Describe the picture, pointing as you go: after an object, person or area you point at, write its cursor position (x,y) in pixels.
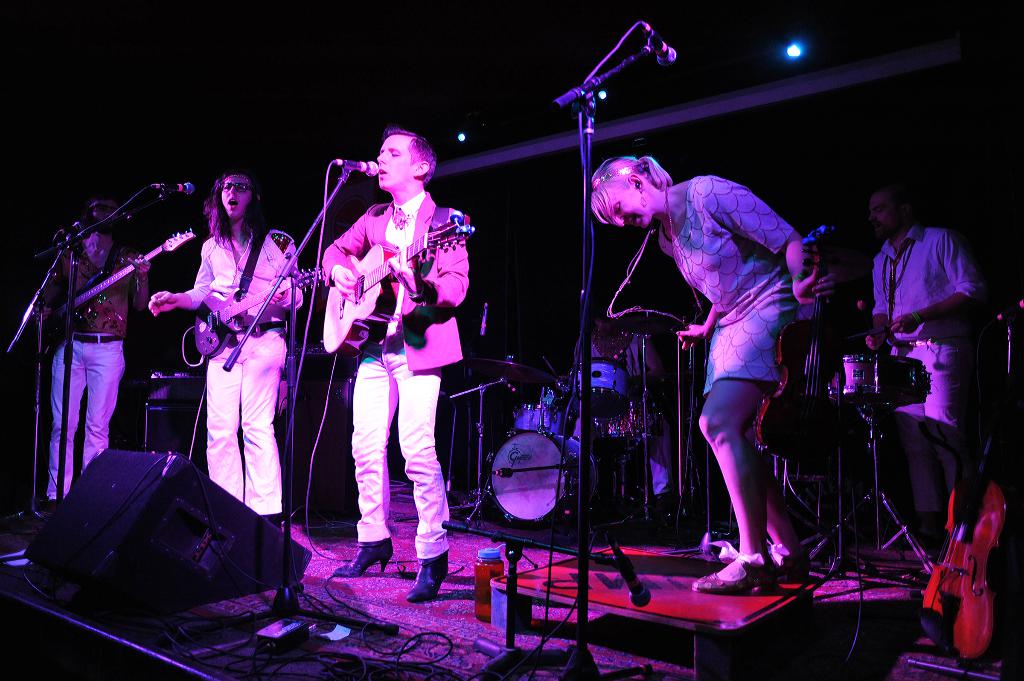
In this picture there is a person (436,552) standing and playing guitar (418,243) and there are two persons (230,440) standing and playing guitars (313,280) and singing. On the right side of the image (754,555) there is a woman (662,195) standing and holding the violin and there is a person (947,382) standing and playing drums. There are microphones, drums (609,416) and speakers (231,520) and devices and there is a violin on the stage (841,630). At the back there is a person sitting and playing drums (598,386). At the top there are lights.
